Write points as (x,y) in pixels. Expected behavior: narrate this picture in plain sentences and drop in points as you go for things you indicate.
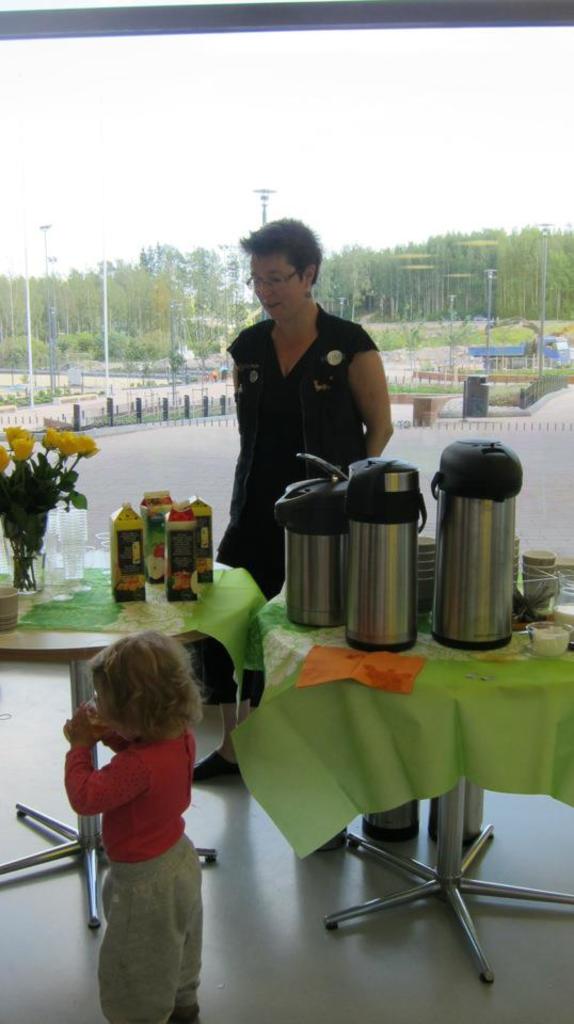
In the bottom of the picture (187,966), a child (145,822) in red t-shirt (139,777) is drinking liquid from the glass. Beside her, we see two tables (246,610) which are covered with green cloth (419,699) and on the table (359,649), we see flask (412,583), cup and flower pot (62,450) and juice cartons (167,525) are placed on it. Beside that, we see woman (272,393) in black t-shirt (274,416) is standing and looking the things (160,510) which are placed on the table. Behind her, we see road (491,431) and many electric poles (55,355) and beside that, we see many trees (552,250) and sky (362,110).
